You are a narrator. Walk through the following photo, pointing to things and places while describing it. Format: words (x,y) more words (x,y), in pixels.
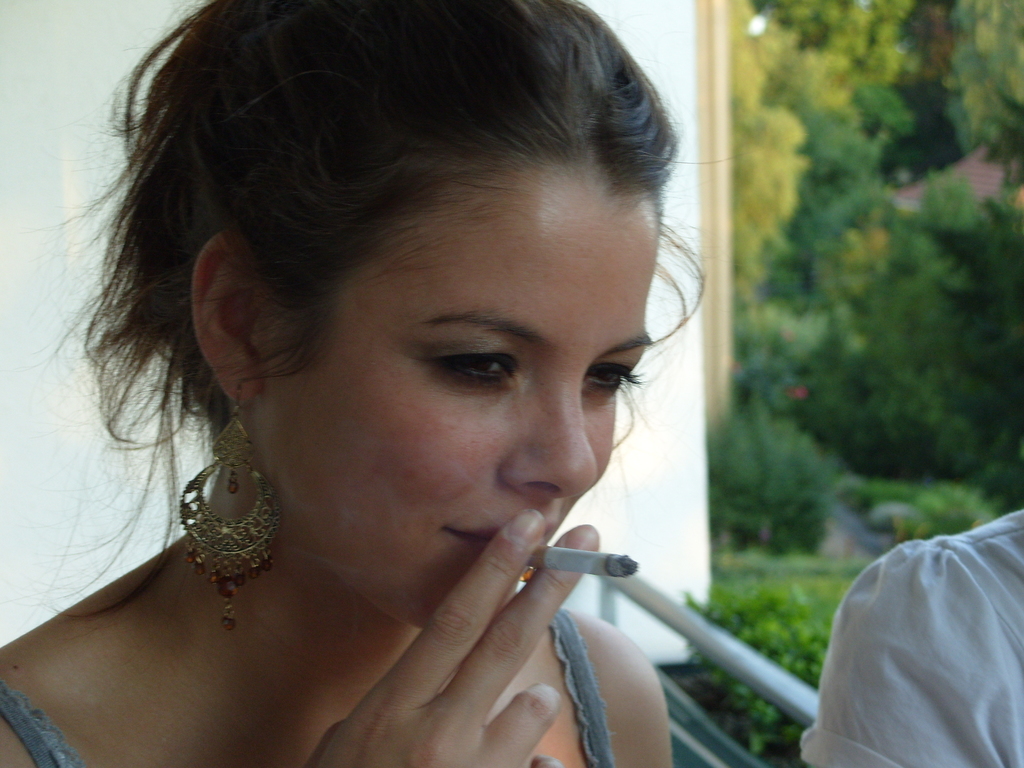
In this image we can see a lady (34,721) smoking a cigarette (615,566). In the background of the image (83,49) there is wall (80,56). There are trees (780,142). To the right side of the image (883,586) there is a person (883,711).
